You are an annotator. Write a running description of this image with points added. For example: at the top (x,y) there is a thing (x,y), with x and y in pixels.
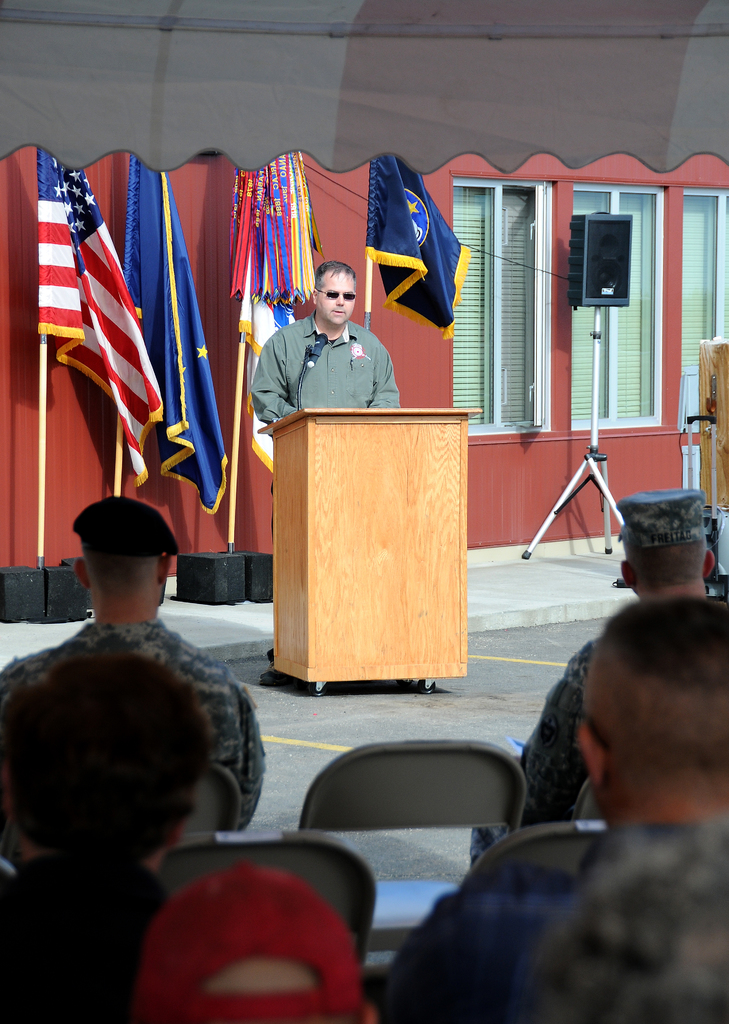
In the image there is a person (335,356) standing in front of a table (372,485) and behind the person (338,377) there are many flags (127,262) and on the right side (535,543) there is a speaker (572,259) and behind the speaker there are some windows (497,340), in front of that person (341,367) a group of people (488,832) were sitting on the chairs (416,814).
